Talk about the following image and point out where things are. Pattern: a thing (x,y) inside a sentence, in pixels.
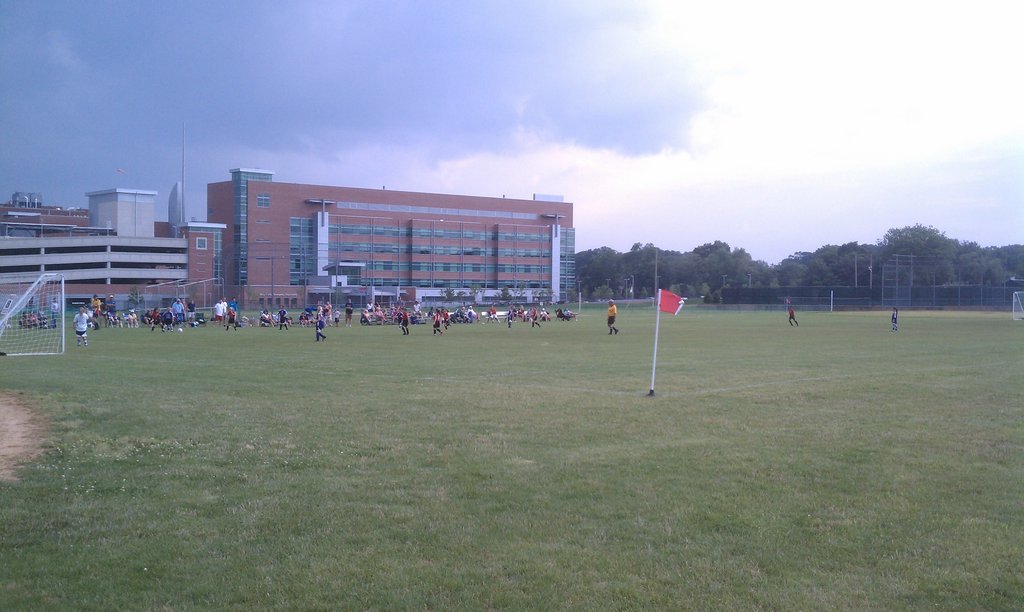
In this image we can see one big football playground (559,417), one flag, some people (169,322) are playing football, one big building (556,228), some trees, two nets (22,303), some grass (662,328) on the ground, some objects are on the surface (661,347), one ball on the ground (397,509), some poles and at the top (702,193) there is the sky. Some people (108,318) are sitting and some people (152,313) are standing on the ground (618,398).
